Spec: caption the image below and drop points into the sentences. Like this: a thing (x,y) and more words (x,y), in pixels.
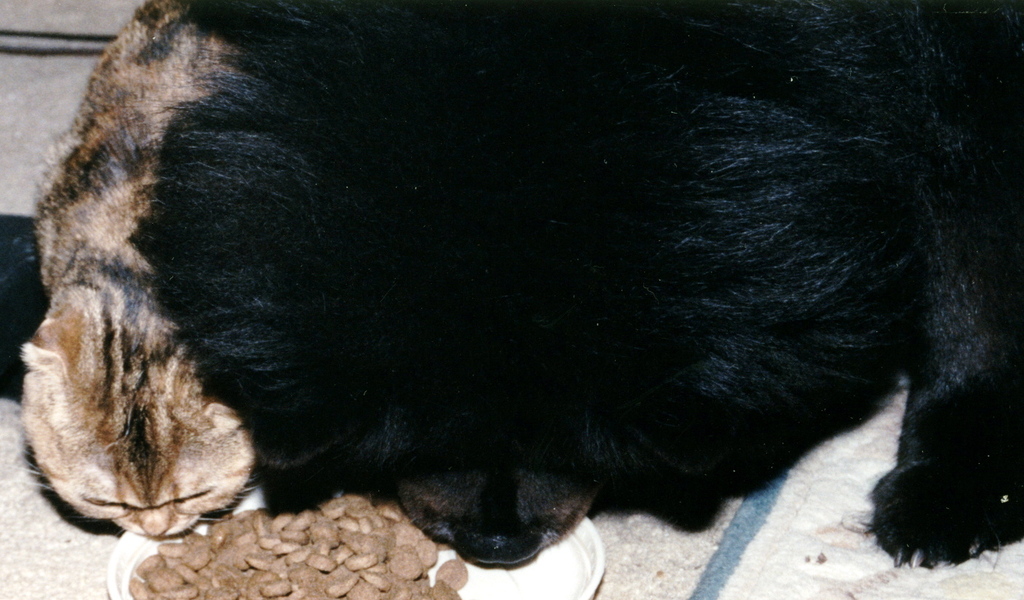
In this picture there is a dog (723,116) and cat (97,249) sitting on the floor (9,586). There is food (357,592) on the plate (464,590). At the bottom (643,546) it looks like a mat (818,533) on the floor (683,568).
